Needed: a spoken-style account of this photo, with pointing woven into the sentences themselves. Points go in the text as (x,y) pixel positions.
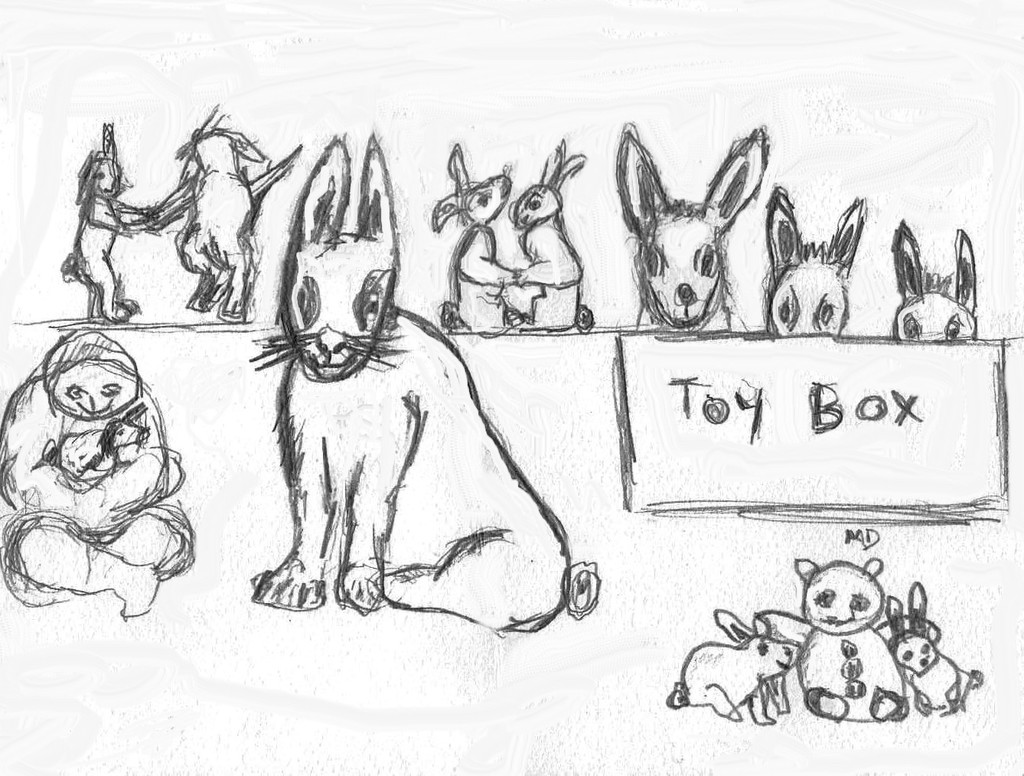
In the image there is pencil art (347,498) of rabbits (525,491) on a paper (456,682).
